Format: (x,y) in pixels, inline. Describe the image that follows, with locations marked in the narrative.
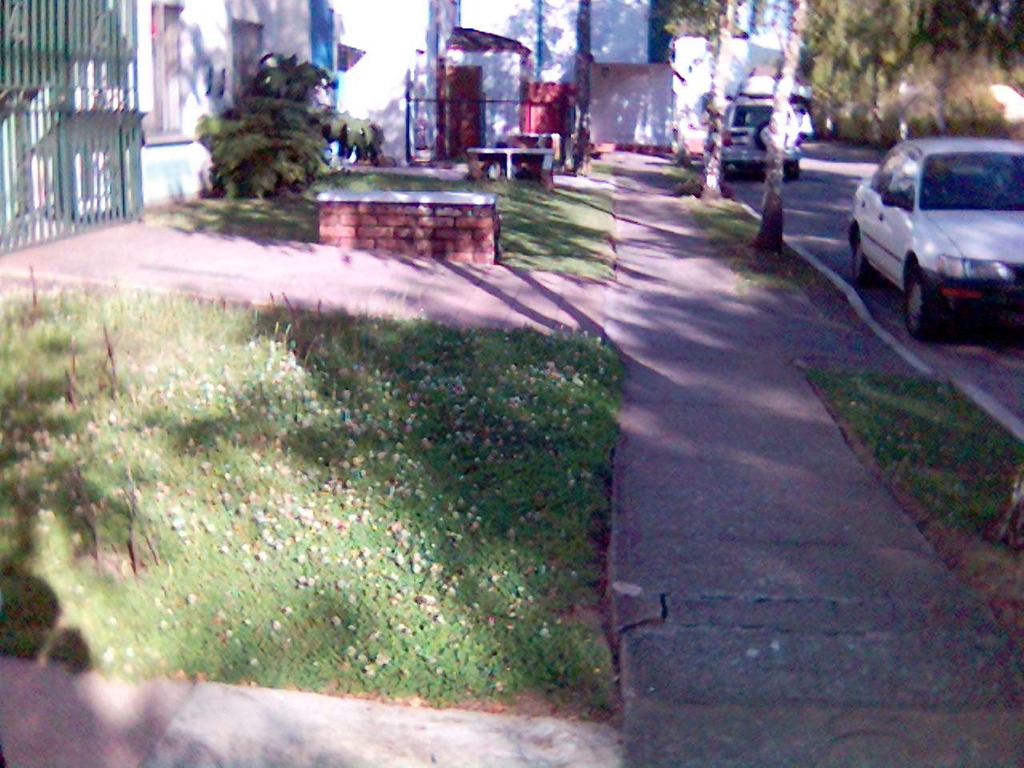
In this image we can see grass (491,473), plants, path (693,480), wall (402,102), gate (113,3), and trees (875,57). There are vehicles (855,263) on the road (824,203).
